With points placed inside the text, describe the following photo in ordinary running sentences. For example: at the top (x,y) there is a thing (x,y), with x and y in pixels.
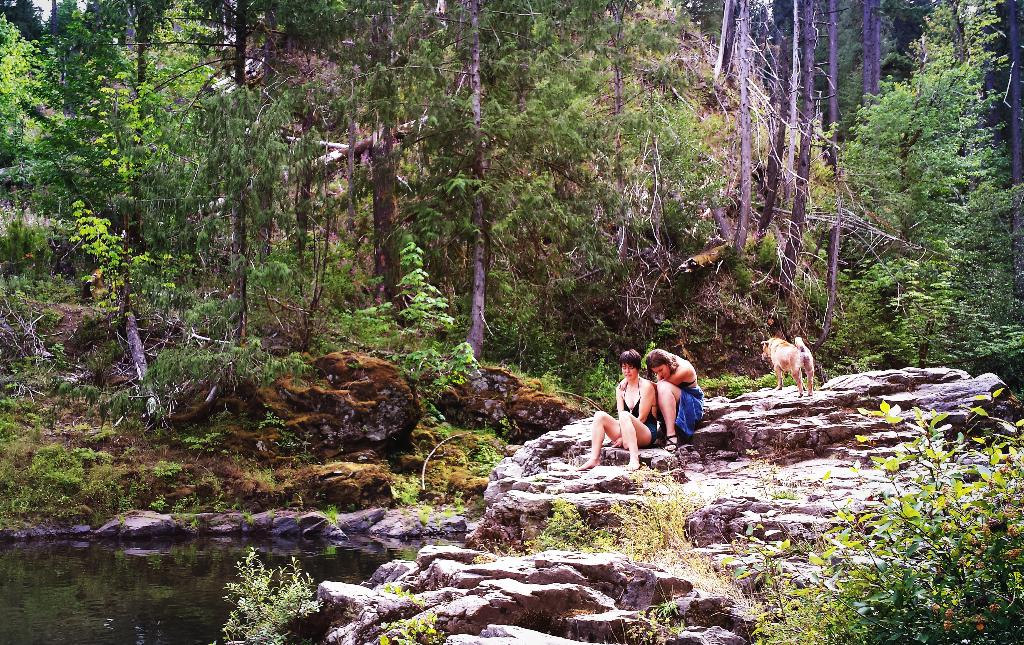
In the picture we can see two women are sitting on the rock surface (953,400) in the forest (748,359) and behind them, we can see some animal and we can also see water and plants (724,301) and the forest (742,311) is covered with trees (470,317).
